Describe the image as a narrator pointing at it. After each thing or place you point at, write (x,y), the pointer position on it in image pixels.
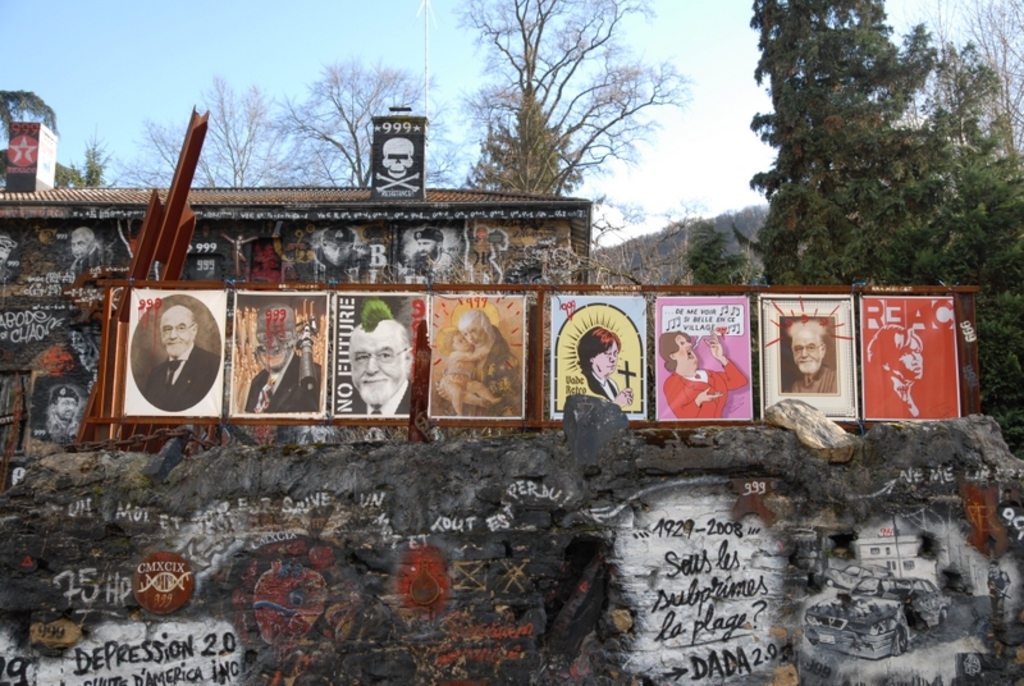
In this image there is a wall (544,586) and we can see paintings (288,582) on the wall (719,527). There are boards (928,382). In the background (490,212) we can see a shed (224,219) and there are trees (352,109). At the top (481,51) there is sky (617,57).
